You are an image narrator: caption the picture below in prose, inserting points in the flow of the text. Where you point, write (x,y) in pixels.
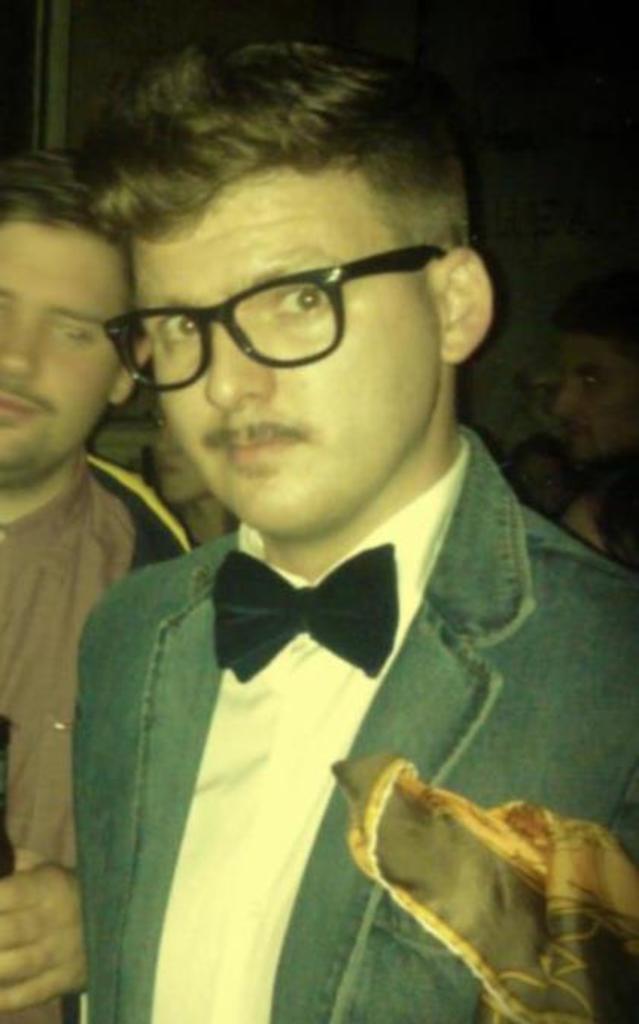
This picture seems to be clicked inside the room (115,53). In the center (344,607) we can see the group of people (44,445) seems to standing. In the foreground (209,673) we can see a man (252,638) wearing a blazer (166,766) and seems to be standing and we can see some other items (467,839).
